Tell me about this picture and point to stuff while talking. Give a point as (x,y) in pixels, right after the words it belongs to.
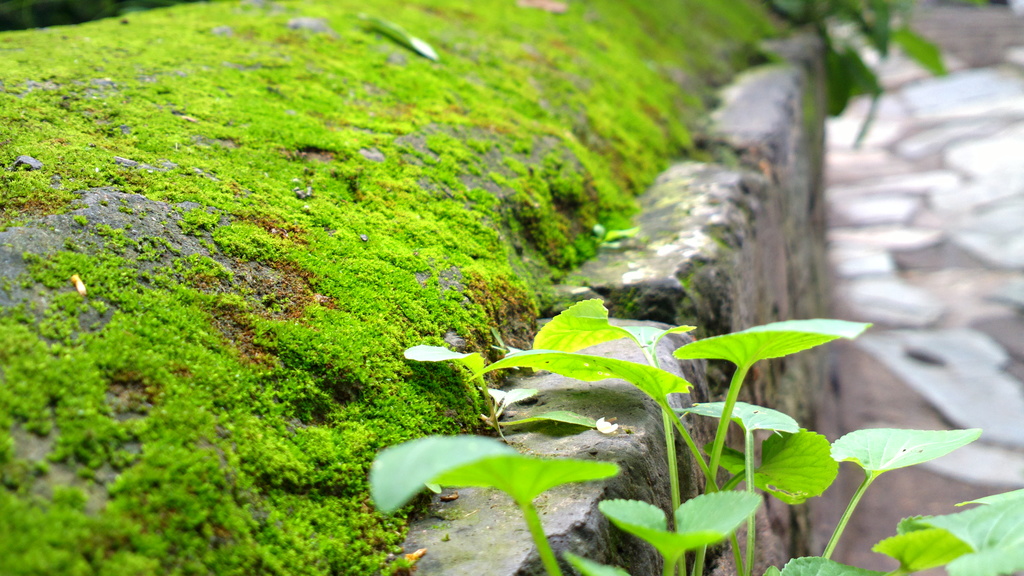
In the foreground of the picture (516,404) there are plants (808,471), wall (741,273), grass (474,167) and soil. The background (999,62) is blurred.
